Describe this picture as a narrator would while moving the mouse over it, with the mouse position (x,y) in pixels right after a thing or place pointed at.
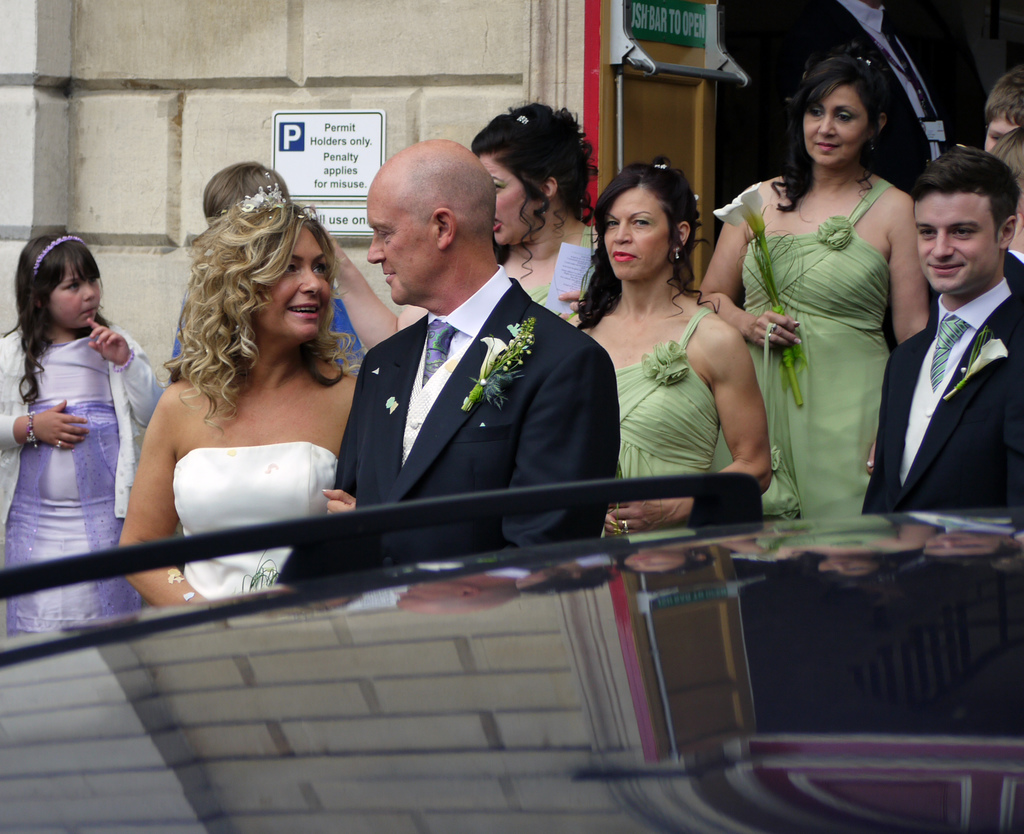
This picture shows few people (560,389) standing. We see a woman (296,208) holding a man (402,482) and she wore a white color dress (291,499) and another man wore a coat (458,468) and we see a building (420,109) on the back (374,172) and we see small boards (330,199) with text (350,172) on the wall (213,152).
